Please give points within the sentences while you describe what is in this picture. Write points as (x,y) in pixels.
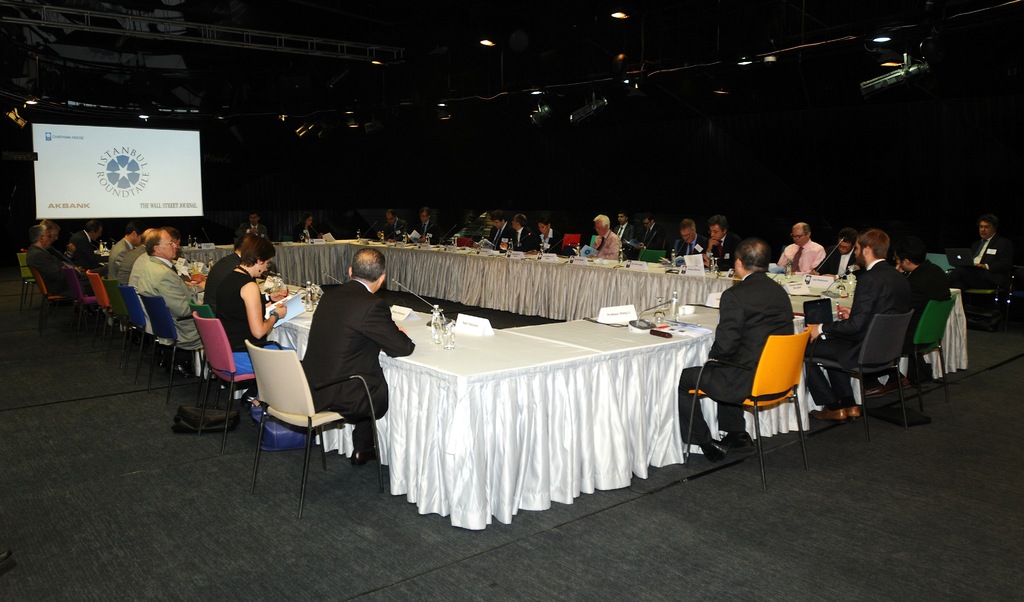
In this image i can see group of people (683,232) sitting on chairs (907,319) in front of a table (531,374), and on a table (455,340) i can see bottles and microphones (433,306). In the background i can see a screen (131,198) and dome lights (491,47).
